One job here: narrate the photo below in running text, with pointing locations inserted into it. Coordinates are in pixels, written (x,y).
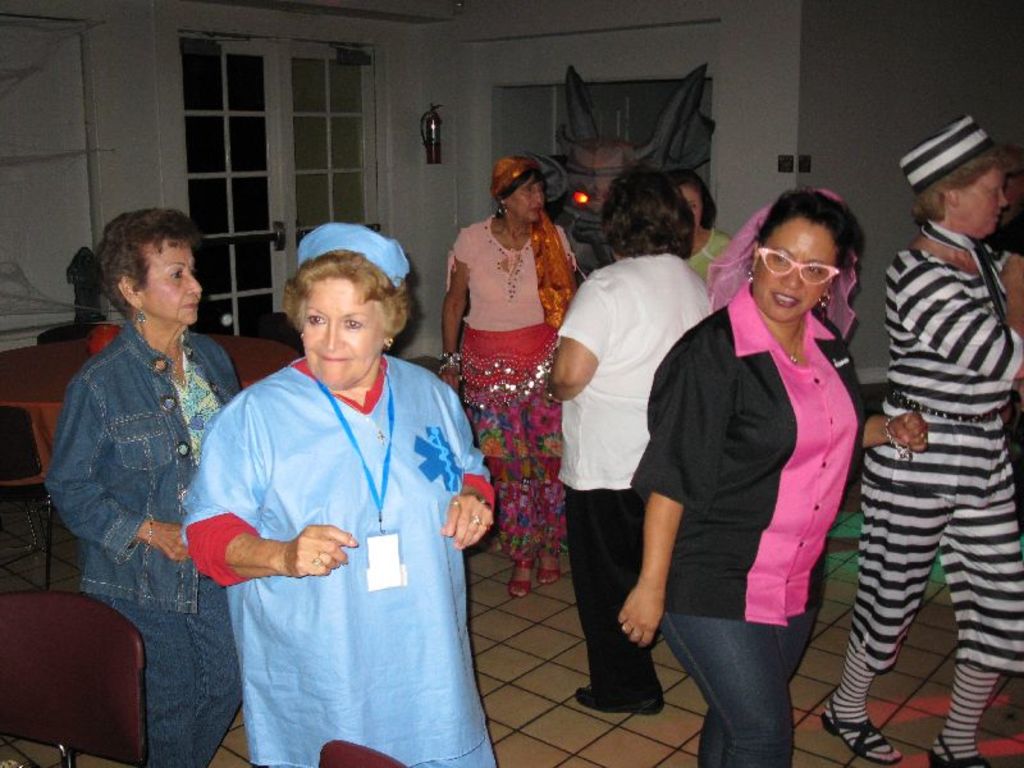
Floor (549,676) with tiles (575,705). Here we can see people (804,251). In this room (328,147) we can see table (15,374), fire extinguisher (436,143), table (46,452) and chairs (109,639).
